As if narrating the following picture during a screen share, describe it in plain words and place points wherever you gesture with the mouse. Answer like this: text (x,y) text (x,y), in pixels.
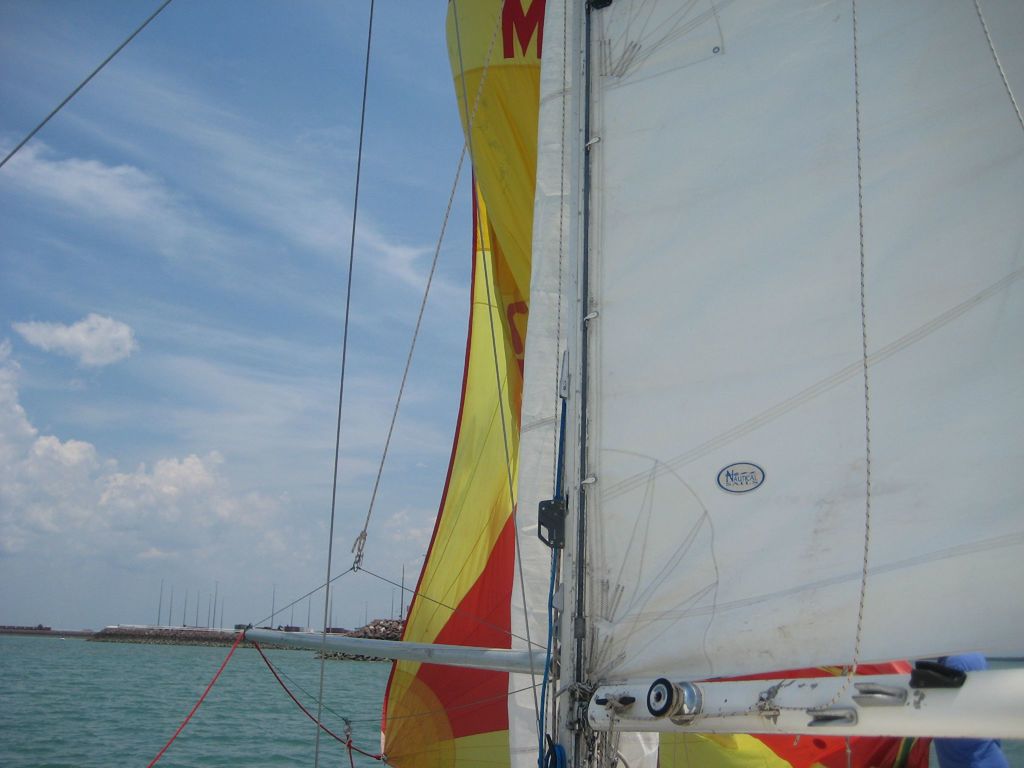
In this image I can see few clothes (637,367), few poles (734,685) and few ropes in the front (476,404). In the background (230,661) I can see water (170,645), clouds (201,229) and the sky (326,379).
